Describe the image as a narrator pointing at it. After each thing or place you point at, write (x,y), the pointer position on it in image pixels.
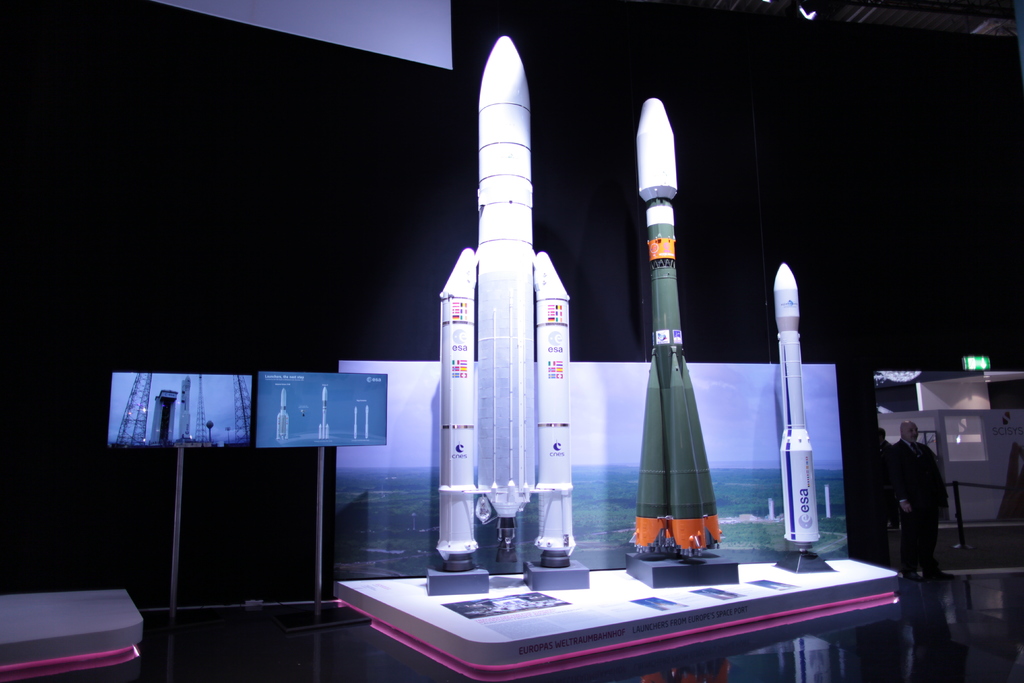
Here in this picture we can see models (505,181) of missiles (472,298) and rockets (543,426) present on a table (428,602) and beside it we can see pictures (202,433) of it and in the far we can see people (880,447) standing.
